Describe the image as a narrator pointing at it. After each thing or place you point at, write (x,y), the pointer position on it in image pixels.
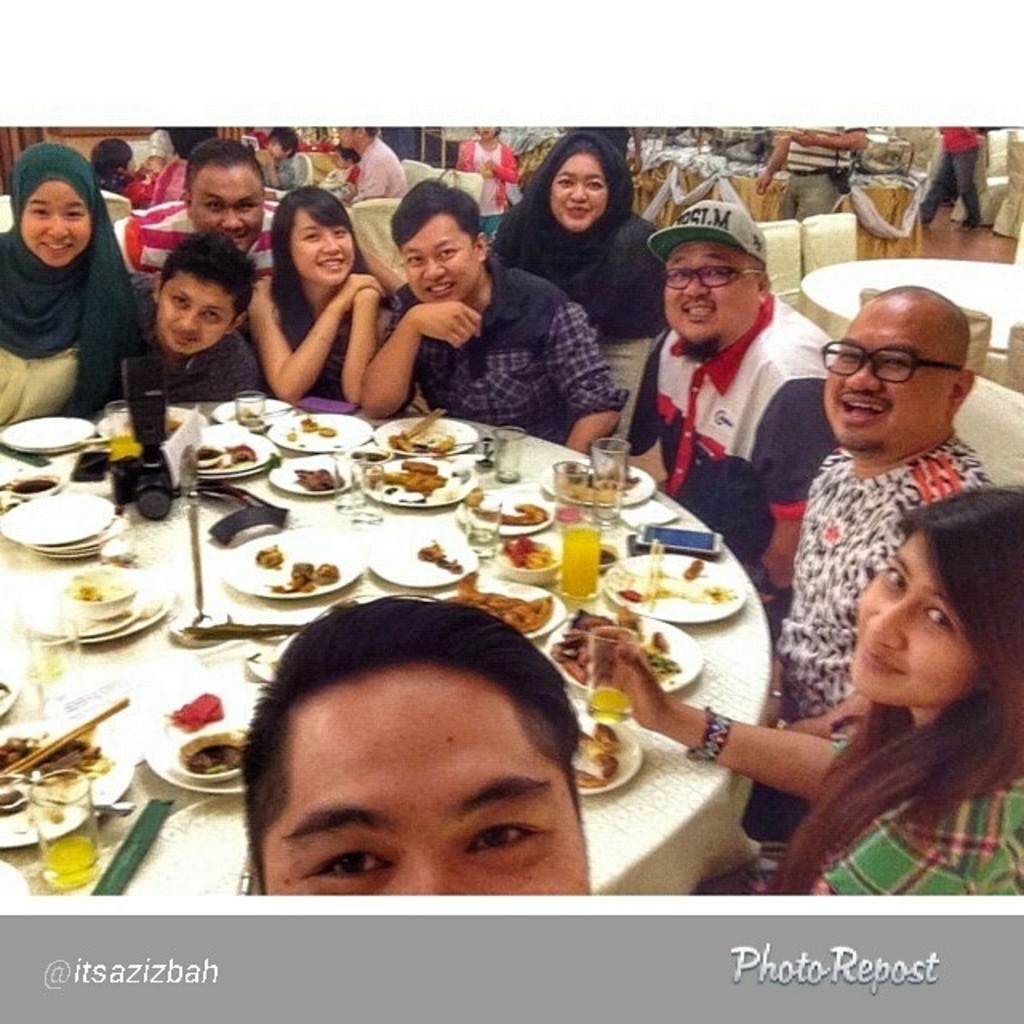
In this image I can see number of people (446,670) are sitting here. I can also see smile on their faces (900,407). Here on this table (218,846) I can see foods (105,589) in plates (324,548), number of glasses (619,701) and a camera (162,466).
